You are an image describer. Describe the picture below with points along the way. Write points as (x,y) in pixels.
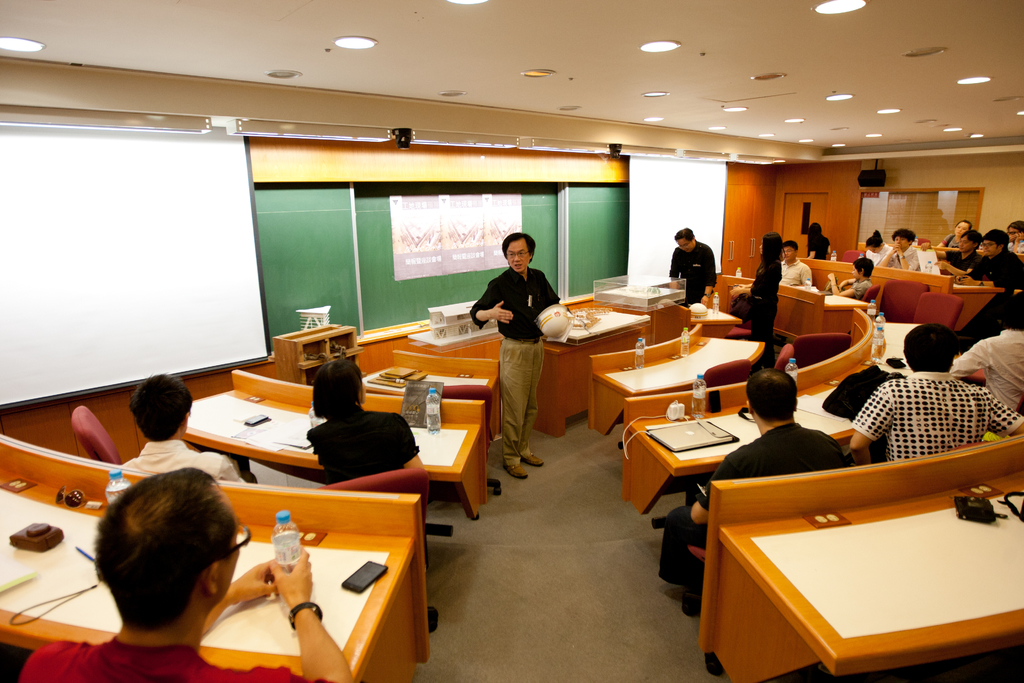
In this image I can see a group of people (680,537) sitting on the bench (691,552). On the table (331,558) there is a water bottle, mobile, laptop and a papers (254,435). In front (525,249) the man (522,426) is standing and holding a helmet (548,310). At the back side (463,248) I can see a board (341,257) and a screen (198,238). The wall (774,195) is in orange color.
